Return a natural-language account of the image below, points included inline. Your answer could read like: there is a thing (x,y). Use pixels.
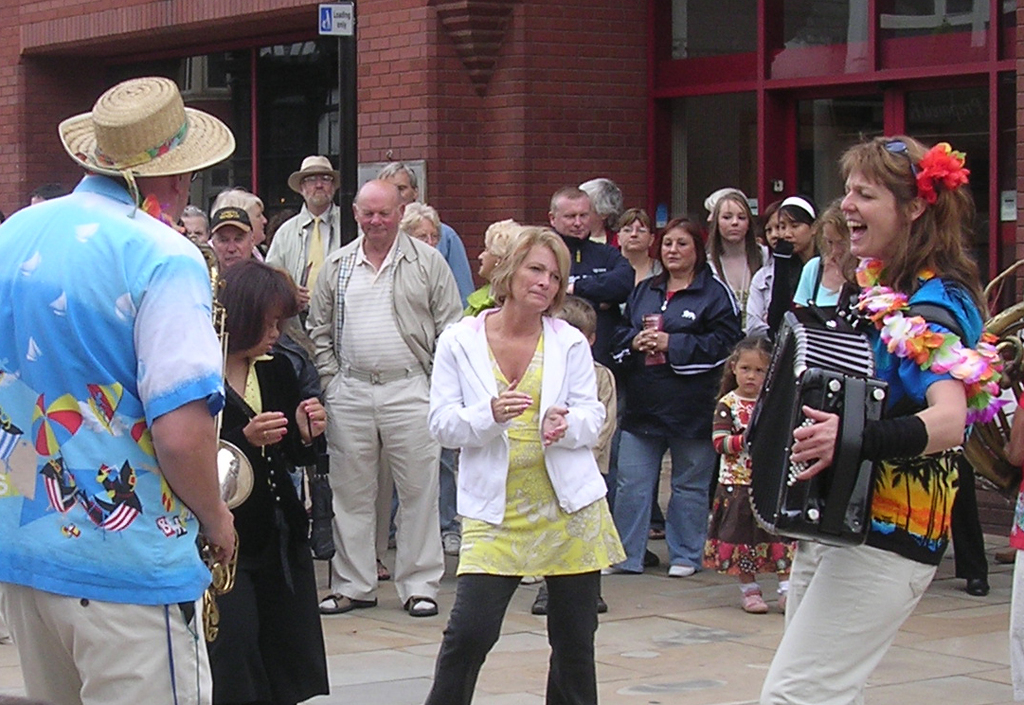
This image is clicked outside. To the left (198,451) the man (67,500) is wearing summer shirts (145,479). To the right (846,377), the woman (825,439) is playing a musical instrument (822,399). In the middle (566,468) the woman (499,450) is wearing white jacket (484,454). In the background (576,259), there are many people (705,335) standing and there is a building (508,93) and the wall (28,111) with red bricks (18,132).
